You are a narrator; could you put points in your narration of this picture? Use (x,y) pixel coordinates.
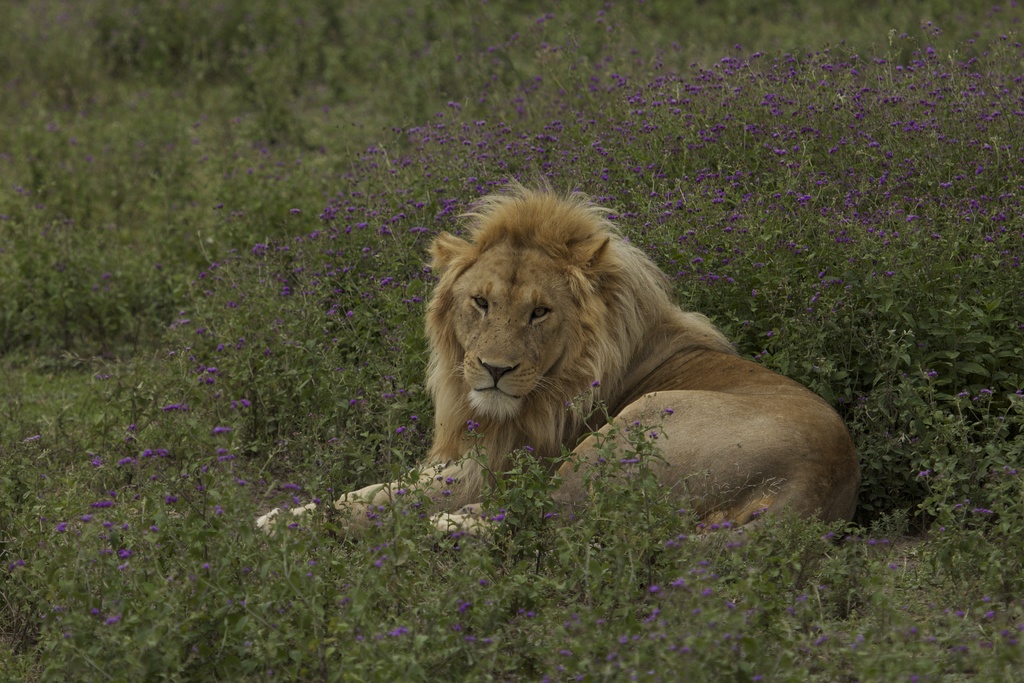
This picture shows a lion (846,443) and we see plants (852,20) and the lion (520,359) is brown in color.
